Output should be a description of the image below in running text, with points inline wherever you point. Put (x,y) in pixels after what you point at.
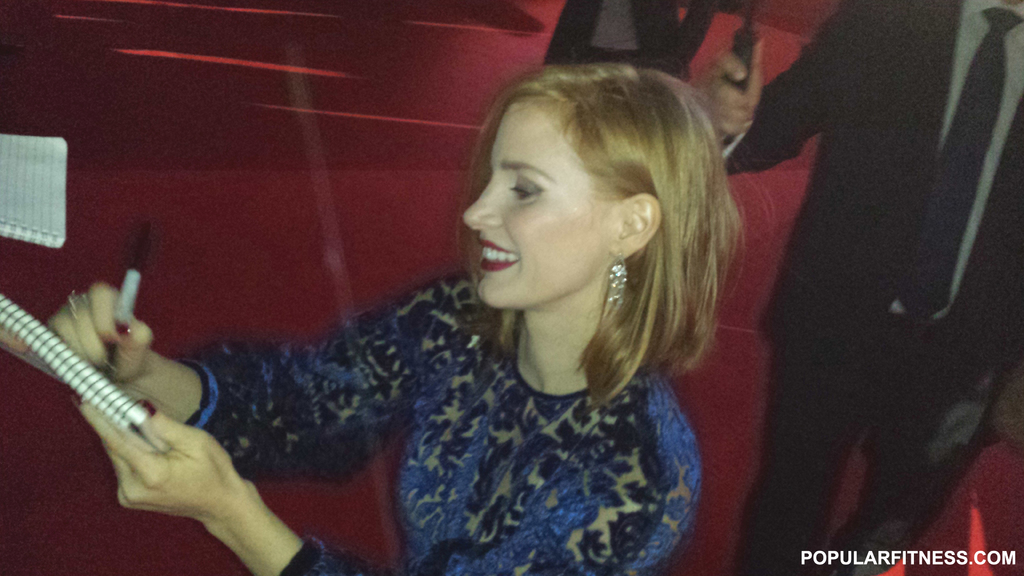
Here we can see a woman (413,487) standing by holding a book (73,366) and pen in her hands (83,321) and writing on it. In the background (907,530) there are two person (569,57) and a person (726,70) is holding an object (748,55) in his hand (741,66).
